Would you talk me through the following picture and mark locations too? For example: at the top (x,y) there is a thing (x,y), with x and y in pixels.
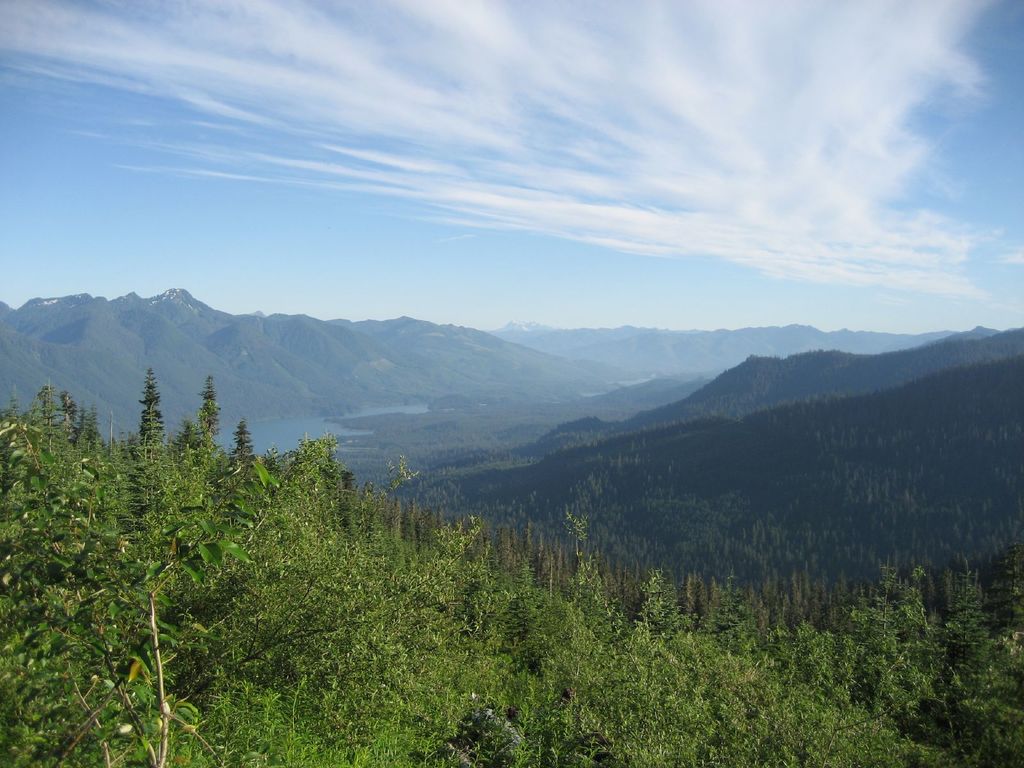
In this image I can see few trees (340,626) which are green in color, the water (253,437) and few mountains (391,357). In the background (679,175) I can see the sky (332,176).
